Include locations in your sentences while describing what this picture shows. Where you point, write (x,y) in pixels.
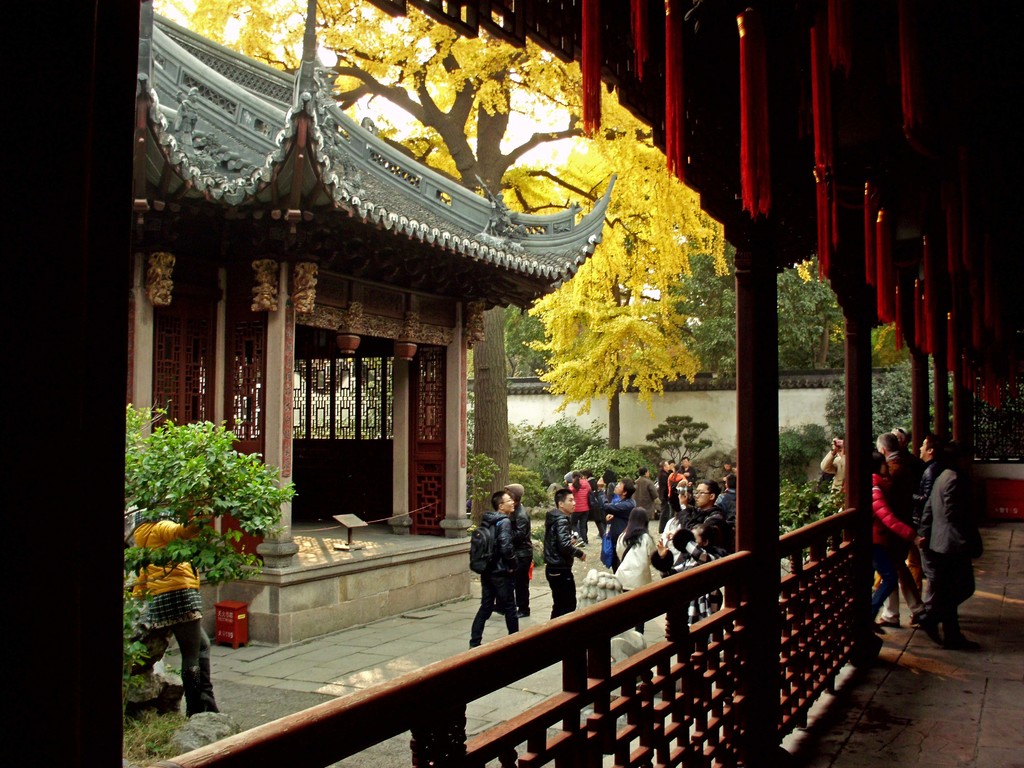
In this image, we can see pillars (7,709), railings (706,755), trees (692,427), plants (705,426), people (595,508), house (245,403), decorative objects (491,222) and few things (992,501).
